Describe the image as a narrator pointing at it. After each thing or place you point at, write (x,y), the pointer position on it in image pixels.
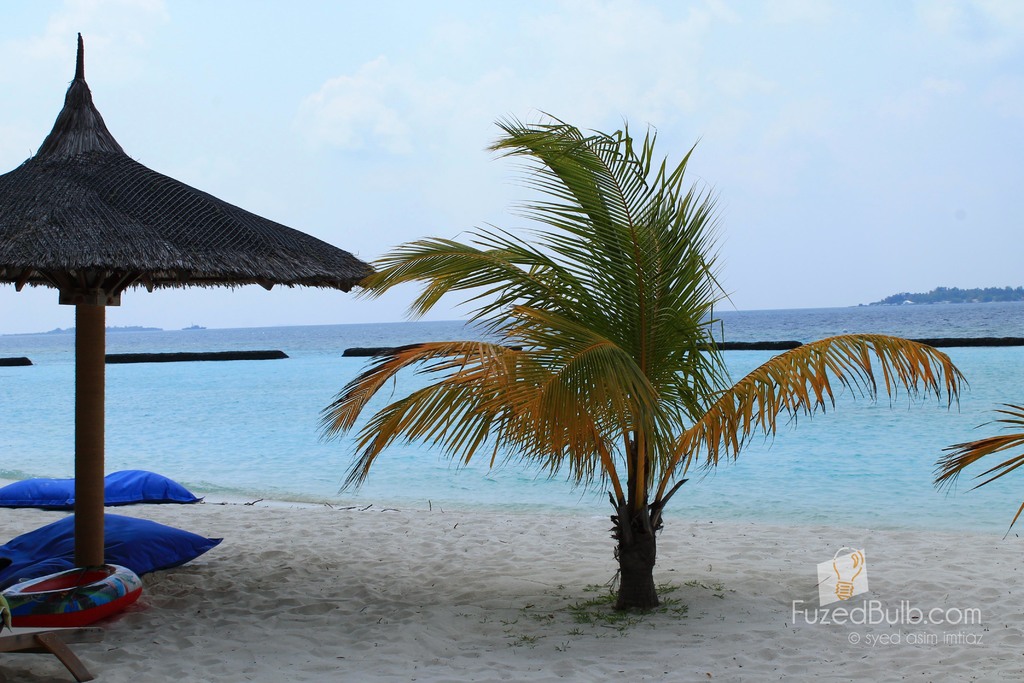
This picture is clicked outside. In the foreground (635,568) we can see a tree (658,399) and some objects (134,548) lying on the mud (292,586) and we can see an object (89,269) seems to be a cabana (174,254). In the background (877,505) we can see the sky (463,74), water body (257,388) and some other objects (987,289). In the bottom right corner (849,585) we can see the watermark (842,596) on the image and we can see the leaves (997,438).
